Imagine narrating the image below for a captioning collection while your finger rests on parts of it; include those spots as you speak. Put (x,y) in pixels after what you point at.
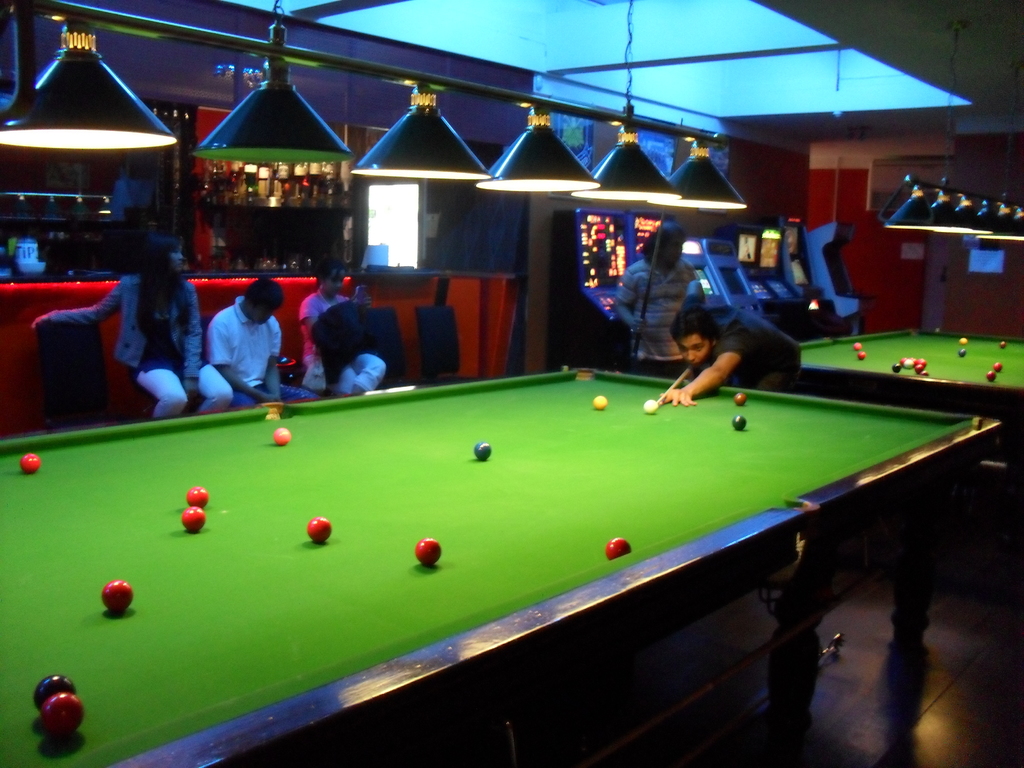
In this image there are two snooker tables (708,482), above them there are few lamps (462,162) and there are a few people (254,339) standing and sitting on the chairs (84,339). In the background (291,194) there are bottles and other objects (59,234) are arranged in a rack (270,214), table (492,296) and there are few other objects (618,256).
